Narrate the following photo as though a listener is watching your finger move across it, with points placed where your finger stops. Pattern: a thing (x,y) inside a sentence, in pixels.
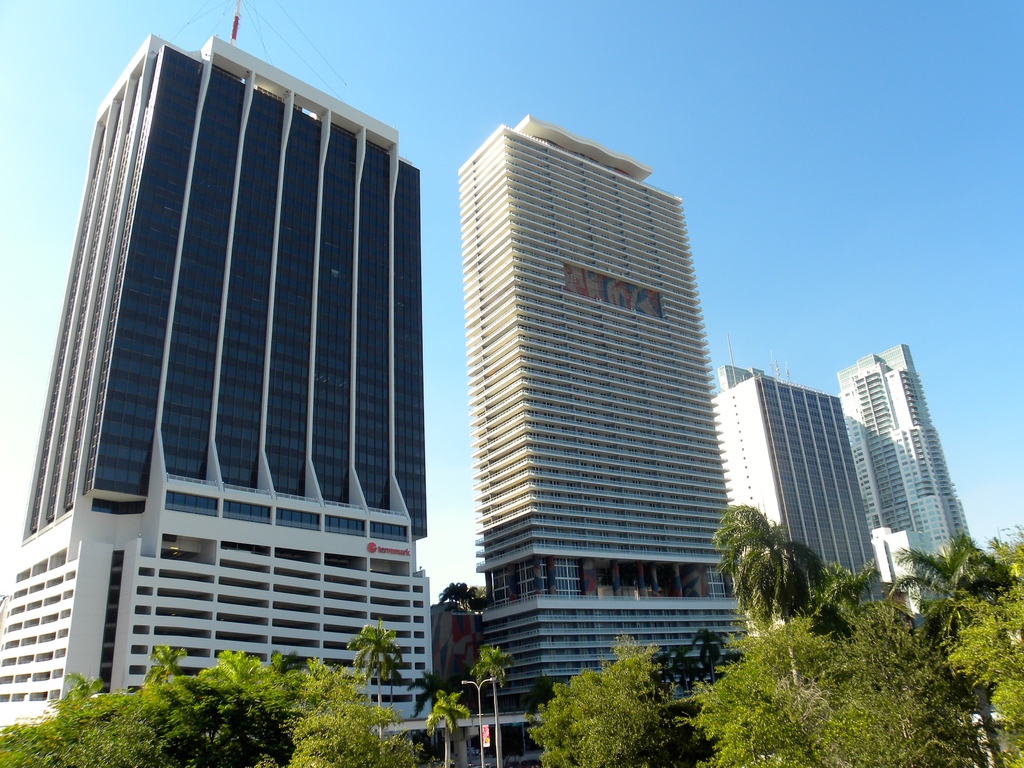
In this picture we can see so many buildings (368,574) and trees (75,751).
